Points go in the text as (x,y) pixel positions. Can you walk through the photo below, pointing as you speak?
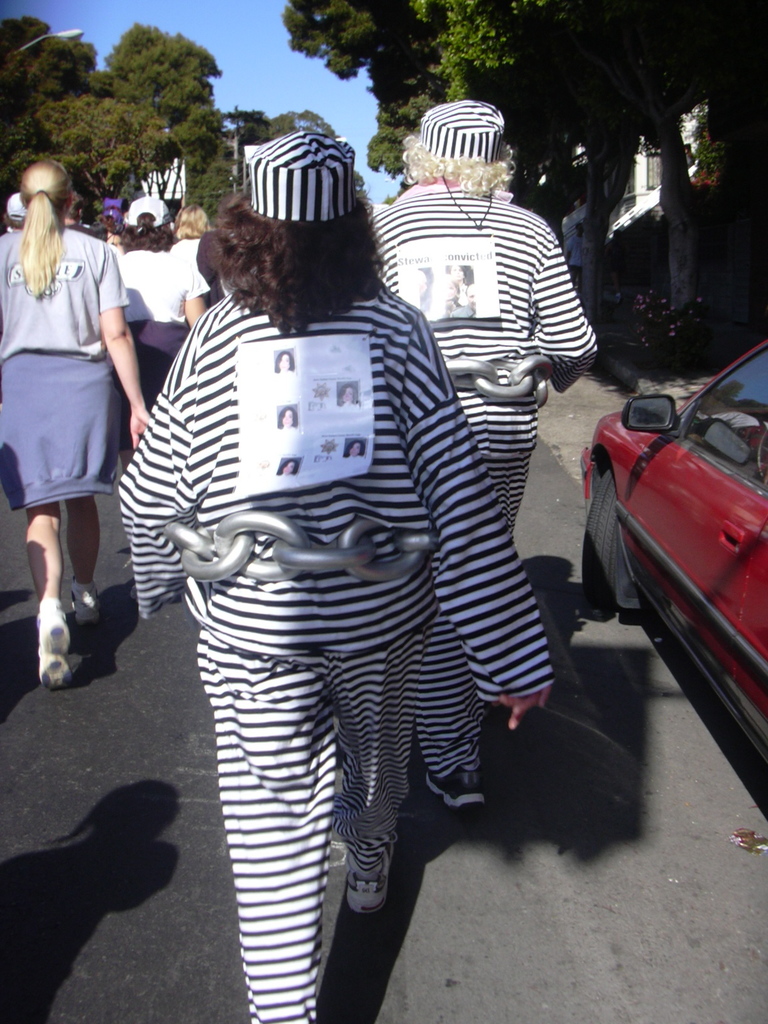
In this image we can see people (415,422) are walking on the road (108,903). There is a red color car (668,527) on the right side of the image (712,515). At the top of the image (576,36), we can see trees (113,76), streetlight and the blue color sky (228,43).
